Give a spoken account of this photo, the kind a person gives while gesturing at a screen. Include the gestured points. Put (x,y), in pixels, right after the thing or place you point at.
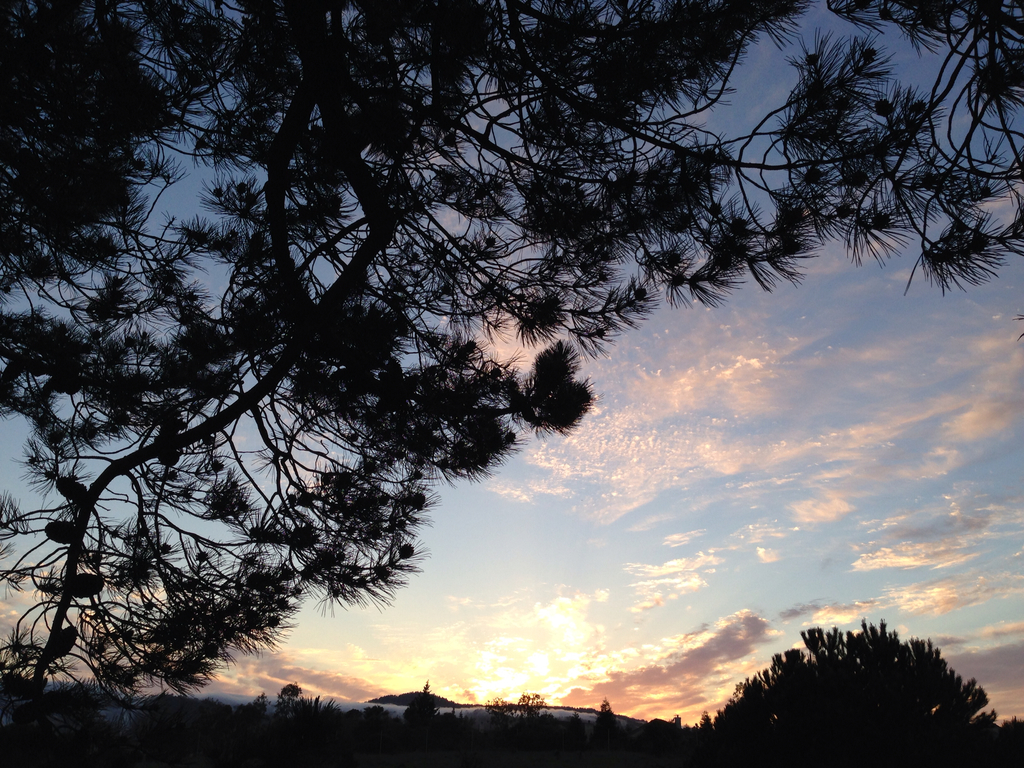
In this image there are trees (748,733) at the bottom (732,762). At the top (841,252) there is the sky (759,439) with the clouds (686,452). On the left side (219,323) there are trees (244,241).
